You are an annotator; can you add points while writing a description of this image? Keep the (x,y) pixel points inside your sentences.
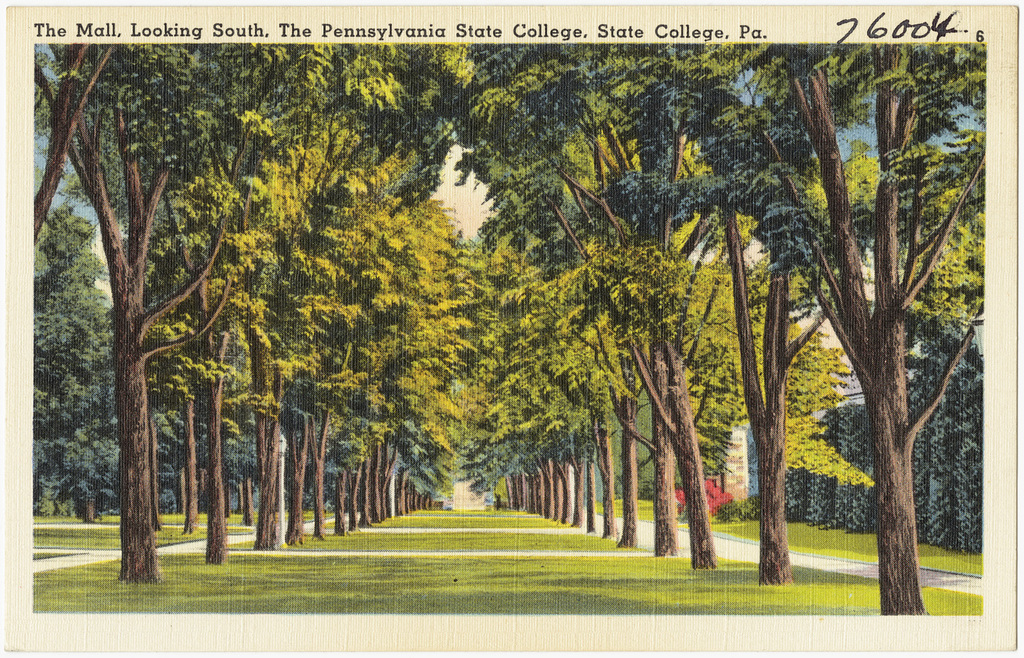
In this picture we can see a grassy ground (197,534) with a walking path (182,549) in between & surrounded by many trees (653,442).
